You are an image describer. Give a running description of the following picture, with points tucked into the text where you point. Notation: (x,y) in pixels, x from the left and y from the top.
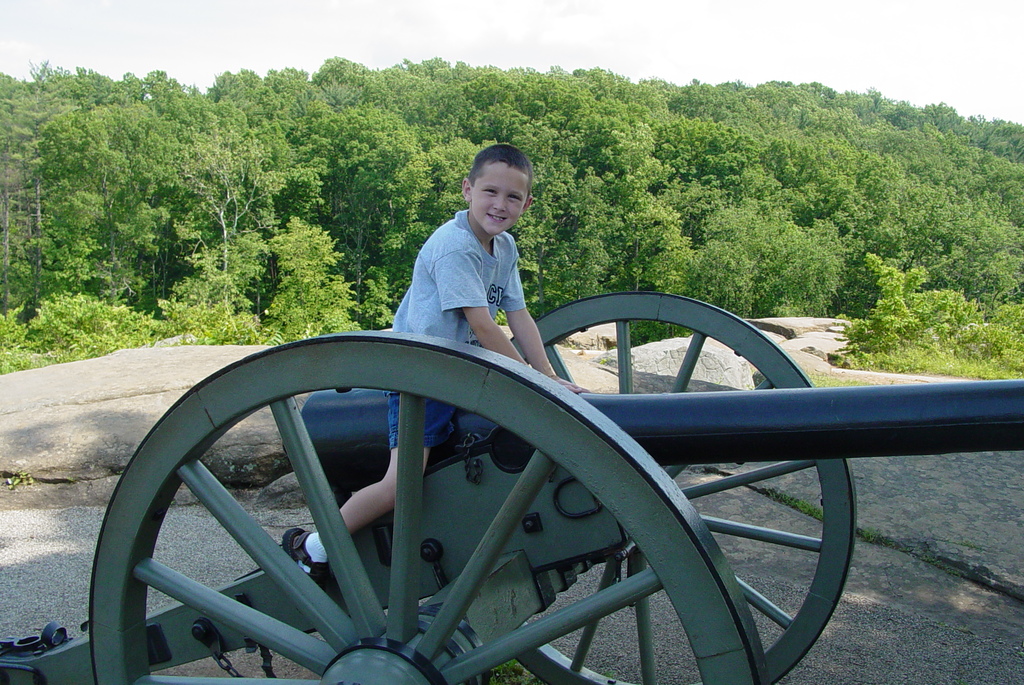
In this image I can see a boy (354,516). I can see smile on his face (485,229). In the background (861,293) I can see number of trees (561,301). Here I can see wheel (163,483).
